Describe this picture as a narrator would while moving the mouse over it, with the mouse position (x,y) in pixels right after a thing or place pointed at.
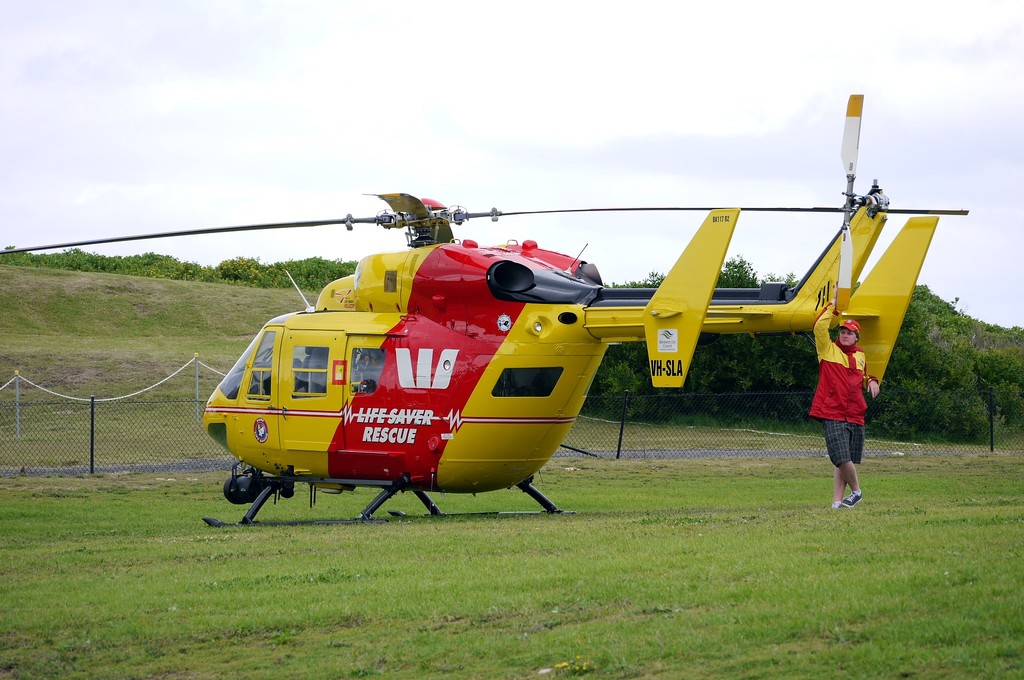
In the center of the image (537,421) we can see a helicopter (561,429), which is in a yellow and red color. And we can see some text (450,371) on the helicopter (481,349). On the right side of the image (835,401), we can see one person (855,483) is standing and he is holding a helicopter (477,363). In the background (337,97), we can see the sky (382,52), clouds (522,74), trees (836,330), grass (721,481) and a fence (110,459).
